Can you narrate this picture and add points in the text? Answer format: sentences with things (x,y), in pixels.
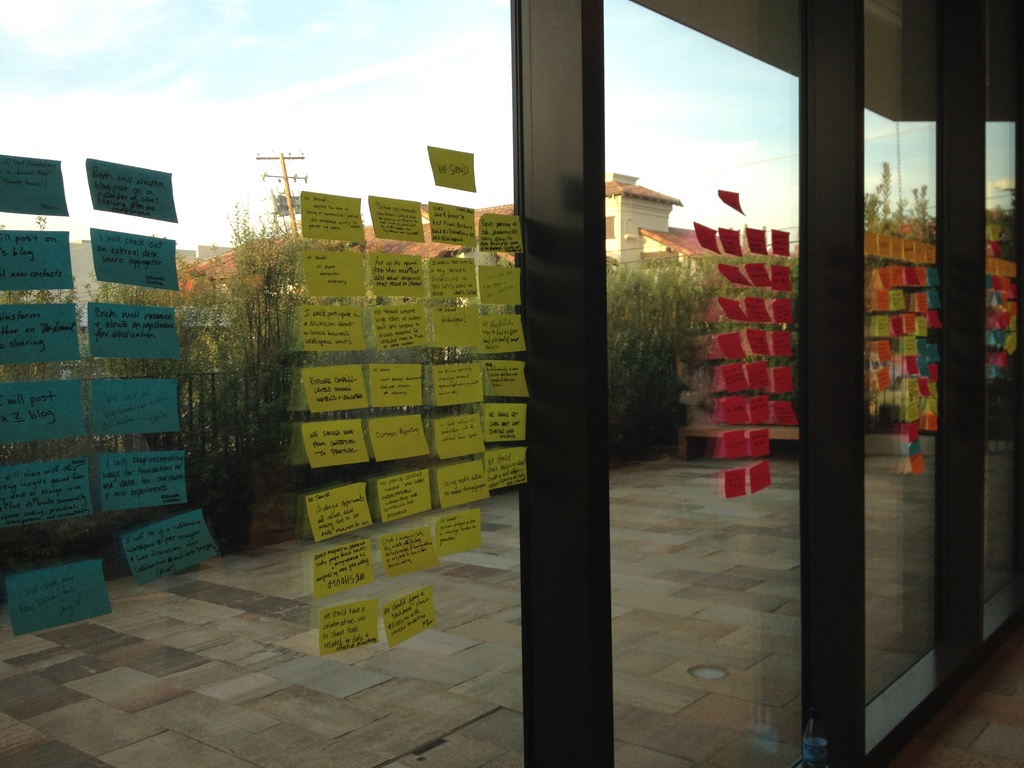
In this picture we can see many colorful sticky notes (148,206) on the glass window panes (487,124). In the background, we can see trees (107,287) and houses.
